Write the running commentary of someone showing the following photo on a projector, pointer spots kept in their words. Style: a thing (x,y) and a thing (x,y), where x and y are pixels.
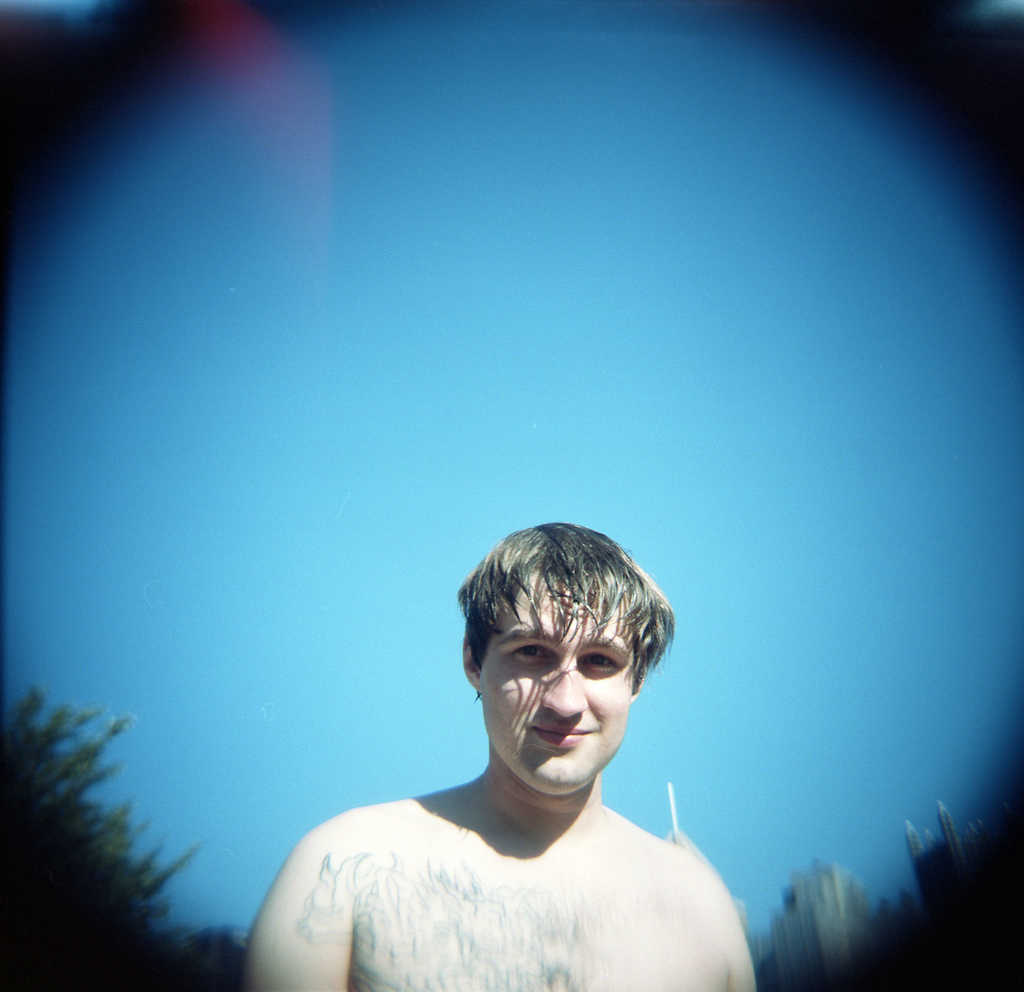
In the picture we can see a man (656,898) standing to him we can see some tattoos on his body (638,905) and in the background (844,925) we can see a sky (860,146) with some buildings (824,927) and some plants (99,865).
